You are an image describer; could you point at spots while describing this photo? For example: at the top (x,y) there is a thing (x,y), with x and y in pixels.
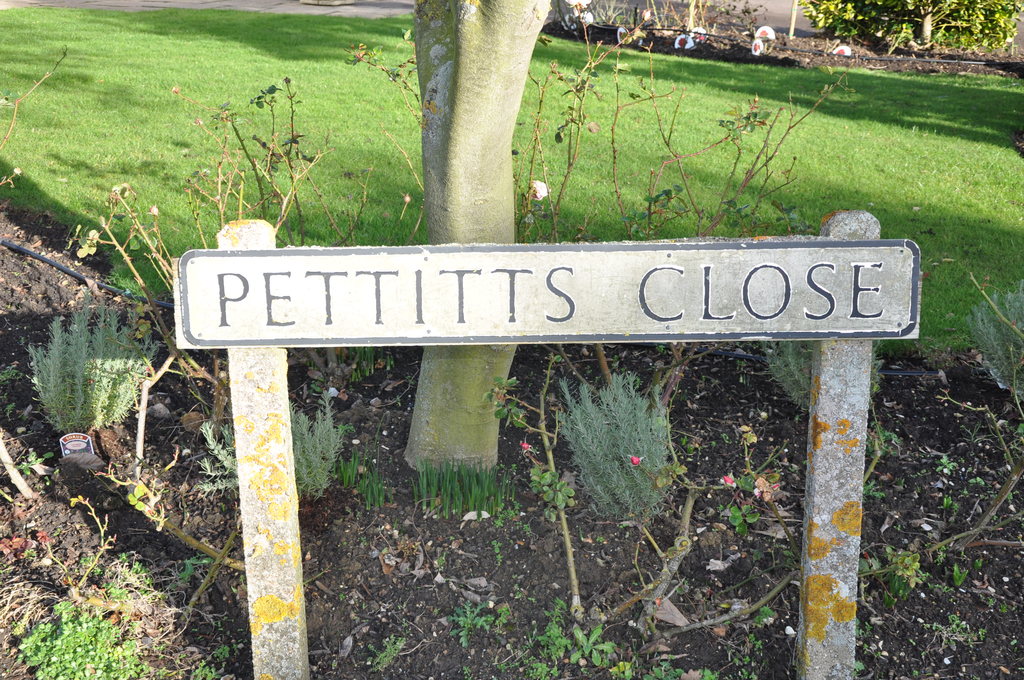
In the picture I can see trees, plants (822,28) and a board (576,251) which has something written on it.
